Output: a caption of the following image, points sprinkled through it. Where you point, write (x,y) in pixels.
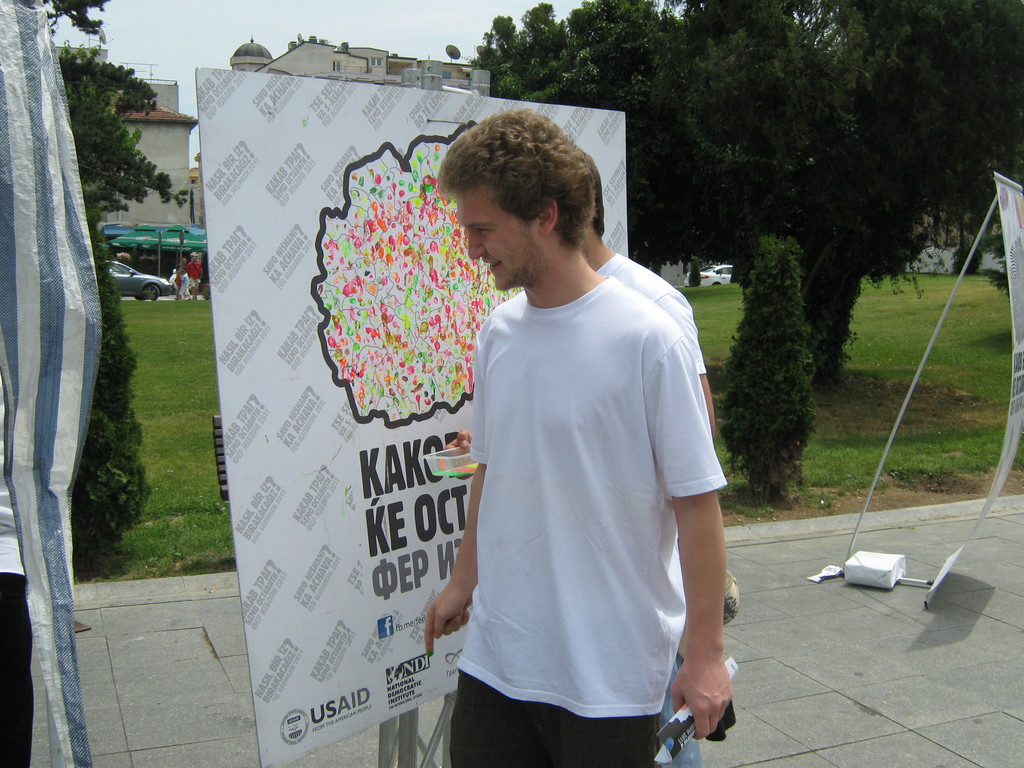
In this image there are two persons (511,431) standing on the floor (751,650). Beside them there is a board (391,382) on which there is paint (379,284). In the background (125,86) there are buildings (153,140) and trees (124,152). The man (638,273) behind the man (548,380) is holding the box (444,468) which has paint (439,471) in it. In the background (163,443) there is a ground (158,426).
